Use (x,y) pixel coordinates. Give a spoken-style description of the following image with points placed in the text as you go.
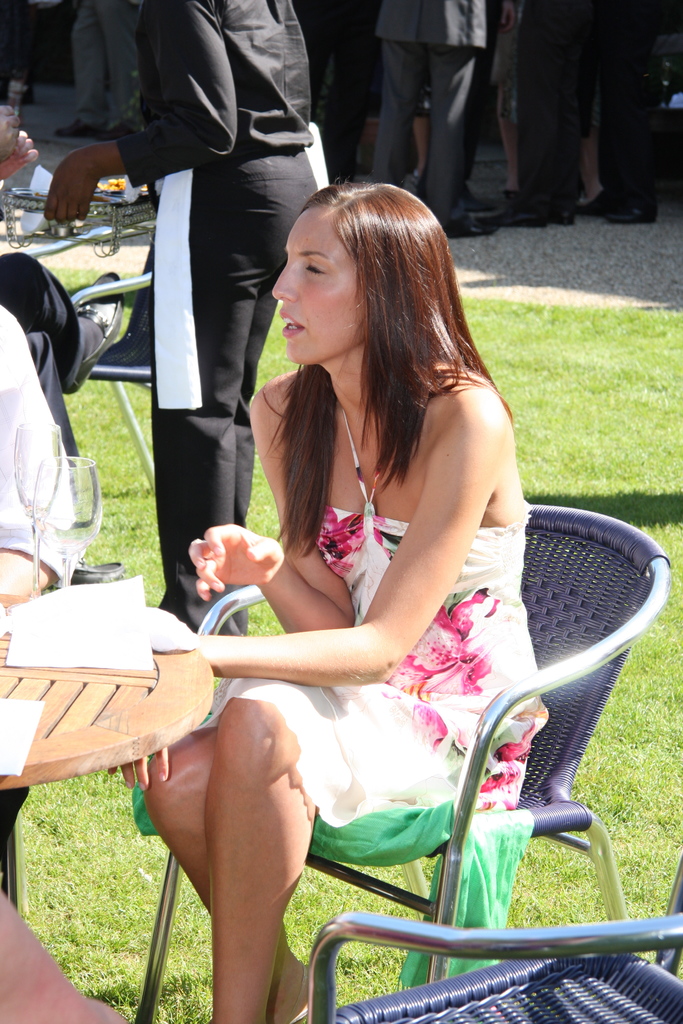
In this picture we can see woman (284,479) sat on a chair (606,659) holding table (126,707) and on table (20,690) we can see glass (90,510), paper (70,645) and background (84,169) person (173,191) is serving to the other person (31,149) and group of people (433,50) standing over here we can see grass (597,431), path (578,270), chair (599,527).
